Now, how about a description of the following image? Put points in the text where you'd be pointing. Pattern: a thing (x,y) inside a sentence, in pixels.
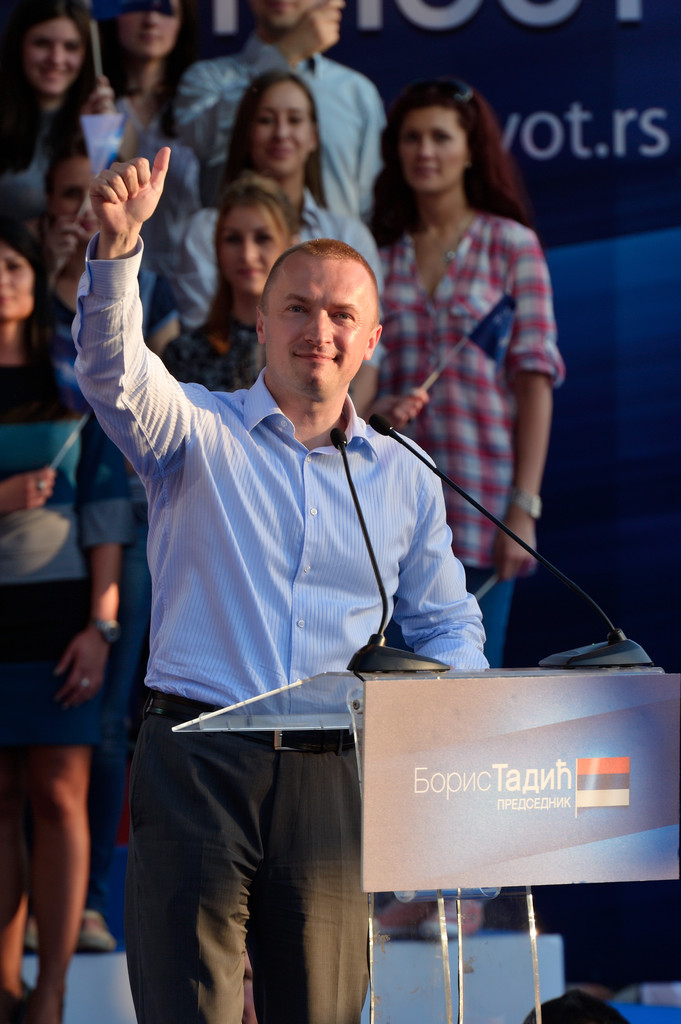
In this image we can see a man (363,553) standing in front of the podium (406,736) and also mike's (360,515). In the background (77,288) we can see the people (290,150) standing on the stairs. We can also see the banner (544,243) with the text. We can also see the few people (436,306) holding the flags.
